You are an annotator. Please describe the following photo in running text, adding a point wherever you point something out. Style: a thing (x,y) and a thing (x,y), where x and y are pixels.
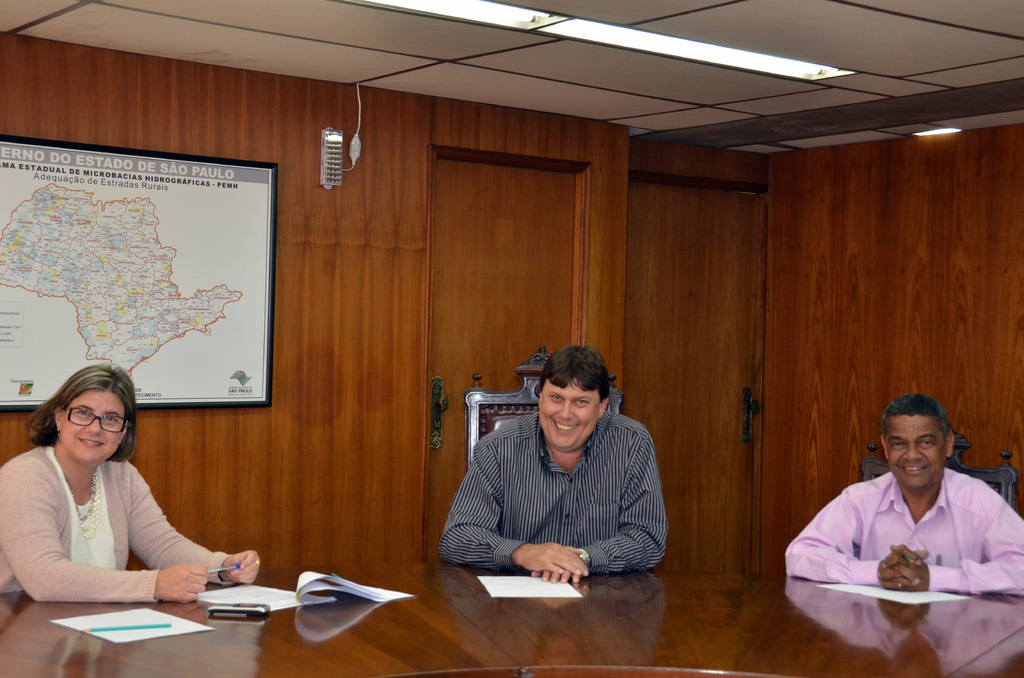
3 people (48,515) are sitting. There are papers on a table (2,672). A person (72,555) is holding a pen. There is a map (206,279) and 2 doors (488,289) at the back (656,248). There are lights (779,71) on the top (666,51).
